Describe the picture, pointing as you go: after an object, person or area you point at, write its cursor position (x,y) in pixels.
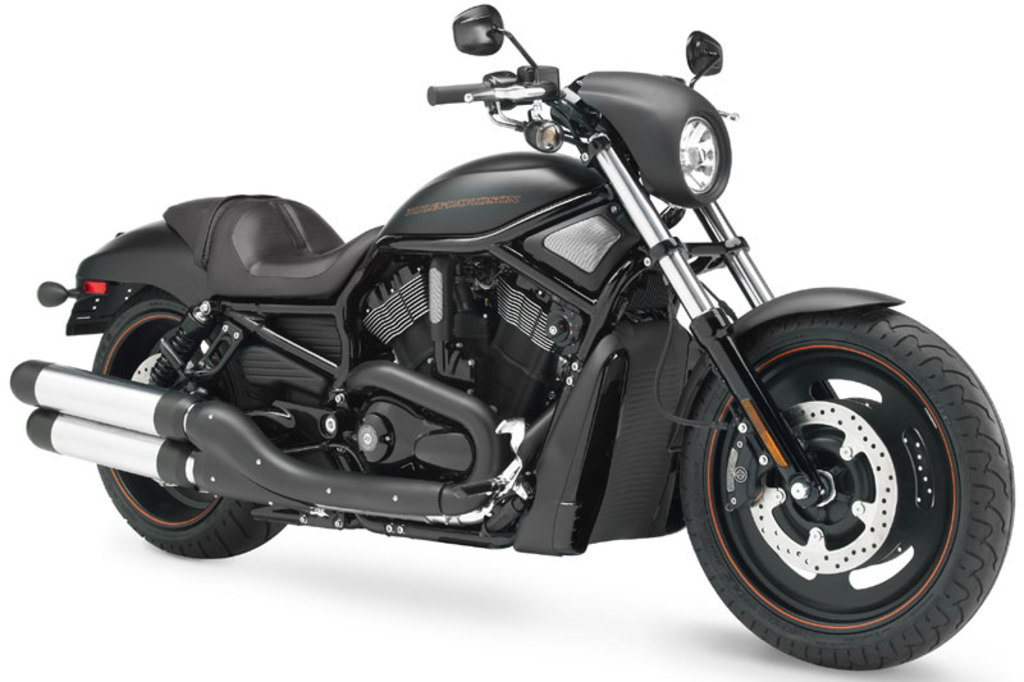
In this picture I can see the vehicle (567,363).
